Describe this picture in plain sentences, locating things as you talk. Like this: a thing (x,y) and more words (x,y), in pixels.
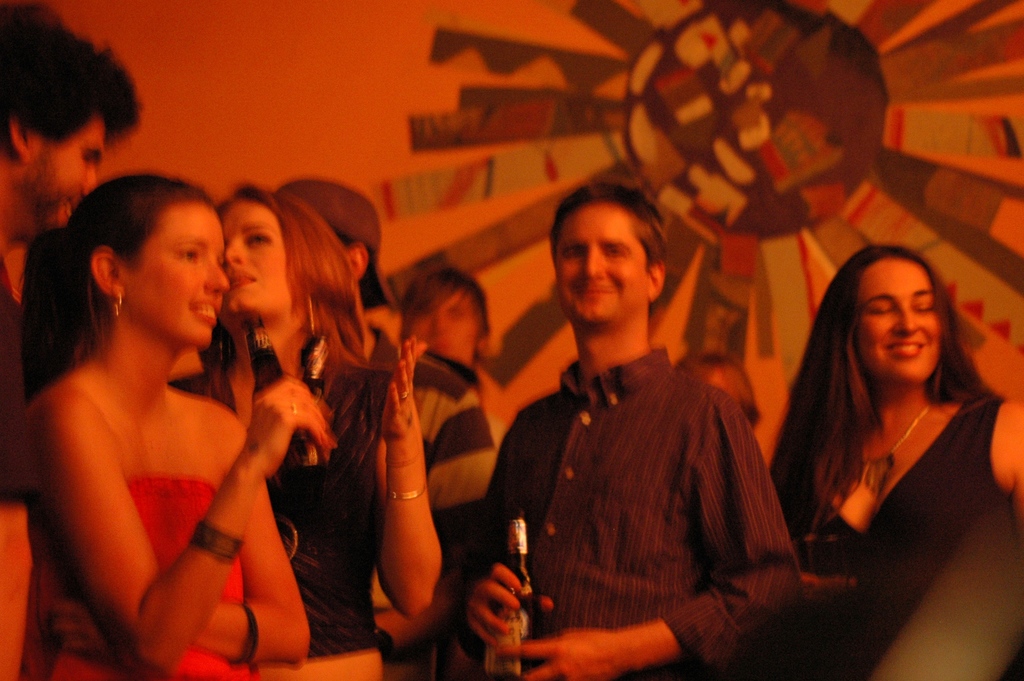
In the picture we can see few women (944,487) and few men (643,644) are standing and they are holding some beer bottles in their hands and smiling and in the background (717,241) we can see a wall (455,4) with some crafts (815,83) to it.
